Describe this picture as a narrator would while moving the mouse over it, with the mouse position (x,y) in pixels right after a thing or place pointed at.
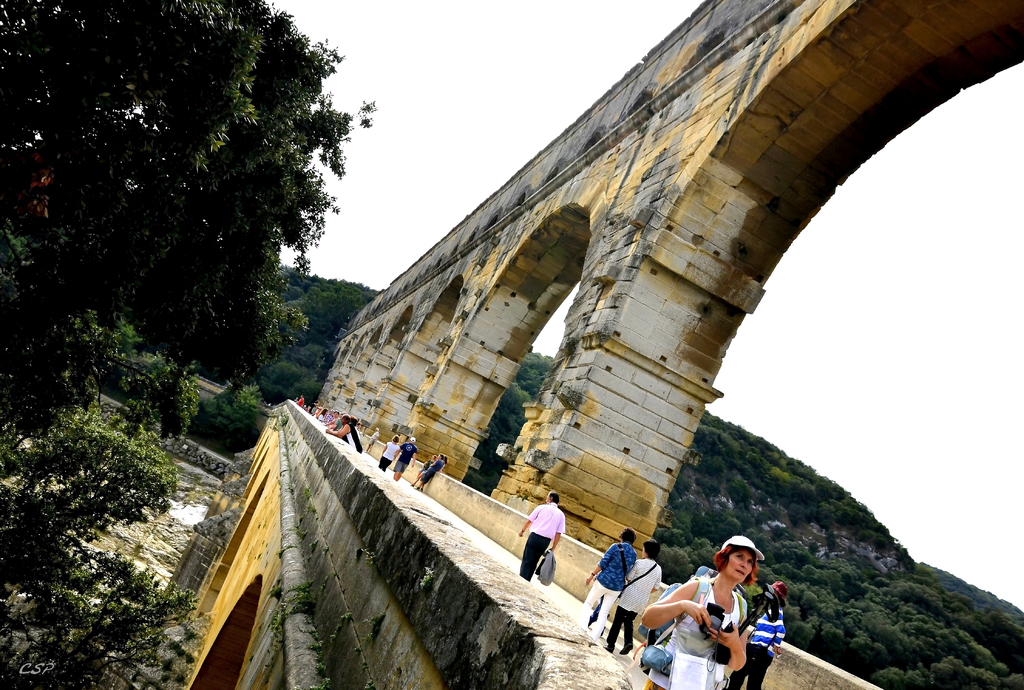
At the center of the image (459,362) there is a bridge (411,472). On the bridge (378,458) there are a few people (687,652) standing and walking. On the left side of the image (115,265) there are trees (107,372). In the background (778,518) there are trees (811,521) and the sky (804,378).
